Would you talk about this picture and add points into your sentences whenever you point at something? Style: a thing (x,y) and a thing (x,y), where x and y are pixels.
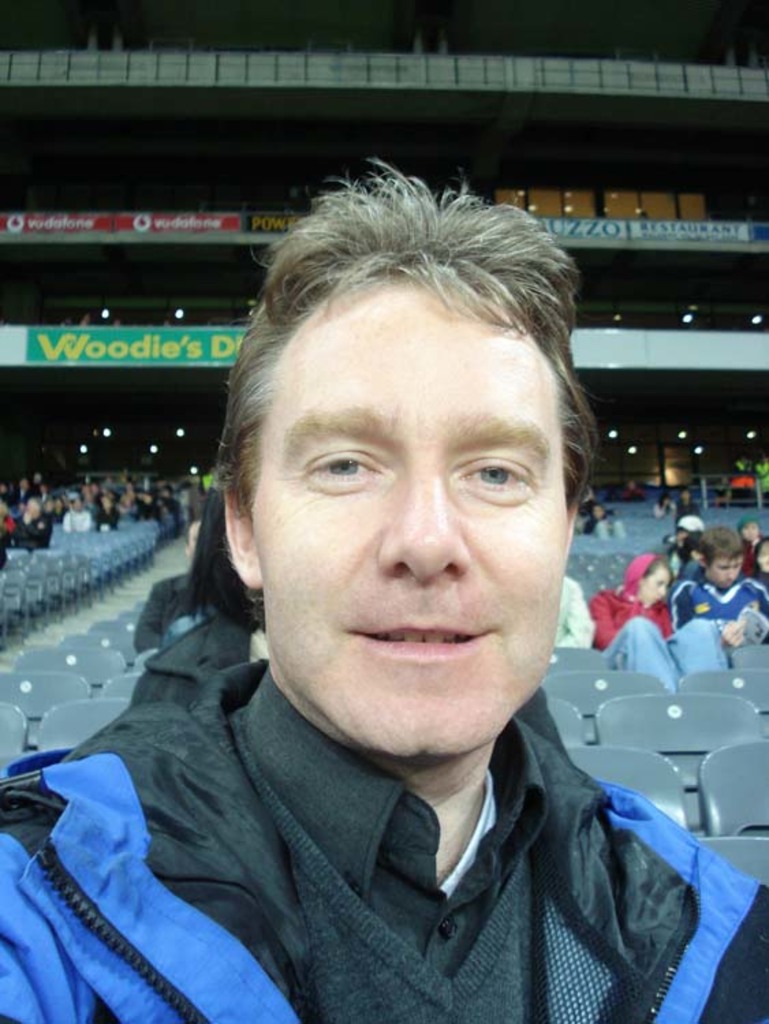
In the center of the image (281,412) there is a person (168,1007) wearing a jacket (222,1018). In the background of the image (128,523) there are people (38,521) sitting in chairs (144,523).
